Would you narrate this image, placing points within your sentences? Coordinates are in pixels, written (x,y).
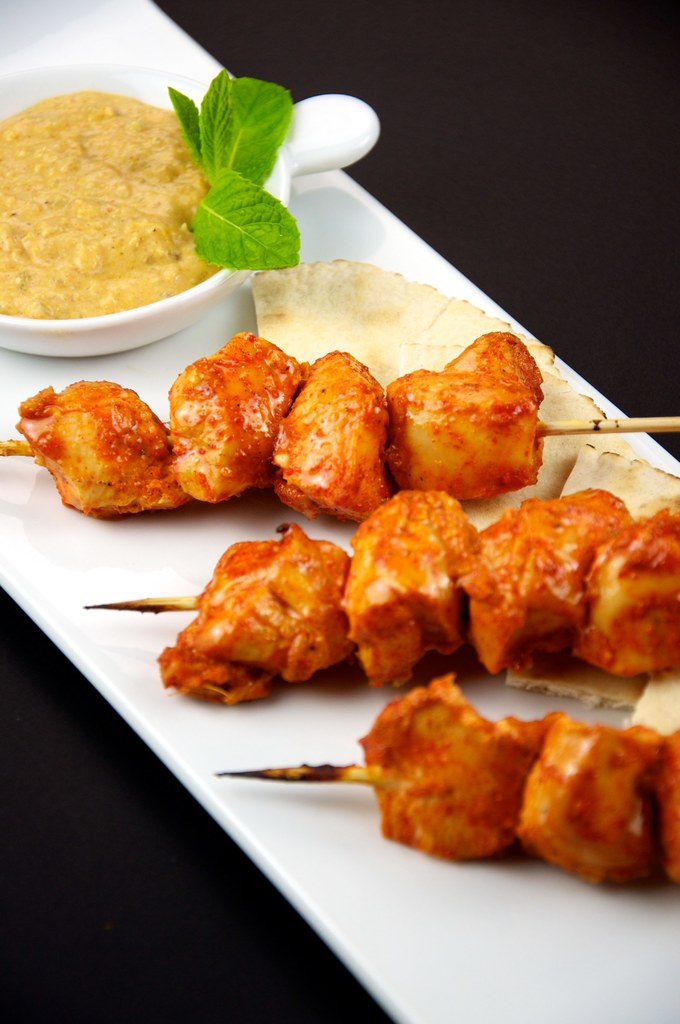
In the image we can see some food (233,174) and plate (282,520) and cup (177,305).
